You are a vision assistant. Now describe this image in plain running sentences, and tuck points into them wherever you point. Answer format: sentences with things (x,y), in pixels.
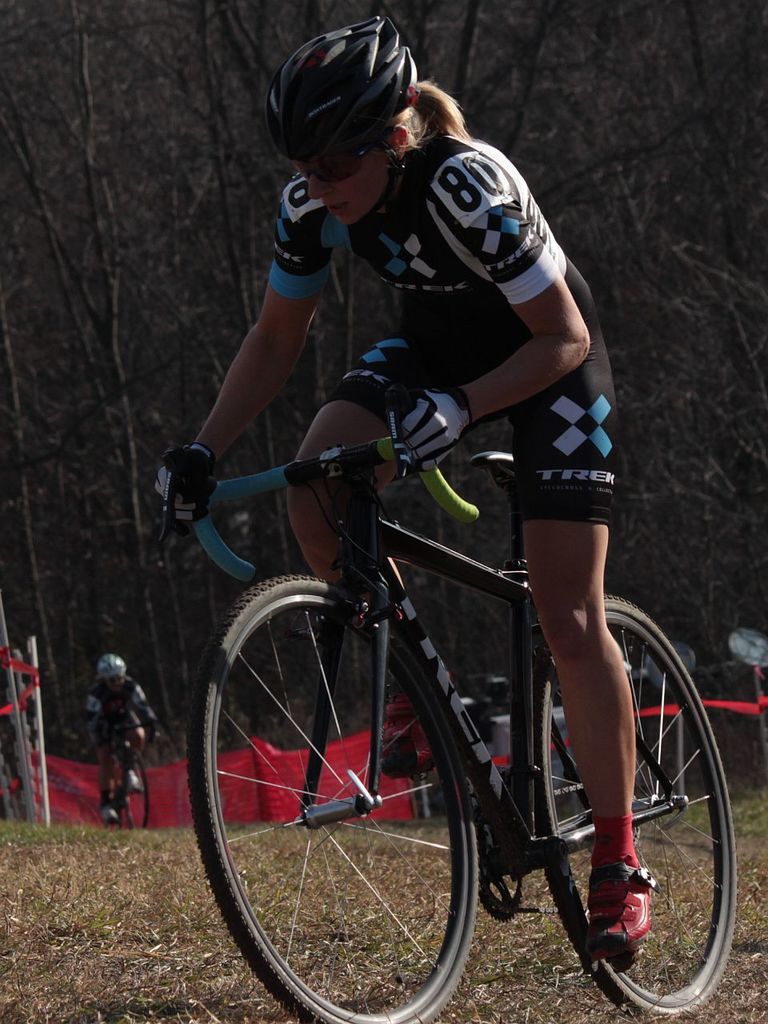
In this image there are people (123,713) cycling on a land (97,844), in the background (81,232) there are banners (265,744) and trees (15,103).
